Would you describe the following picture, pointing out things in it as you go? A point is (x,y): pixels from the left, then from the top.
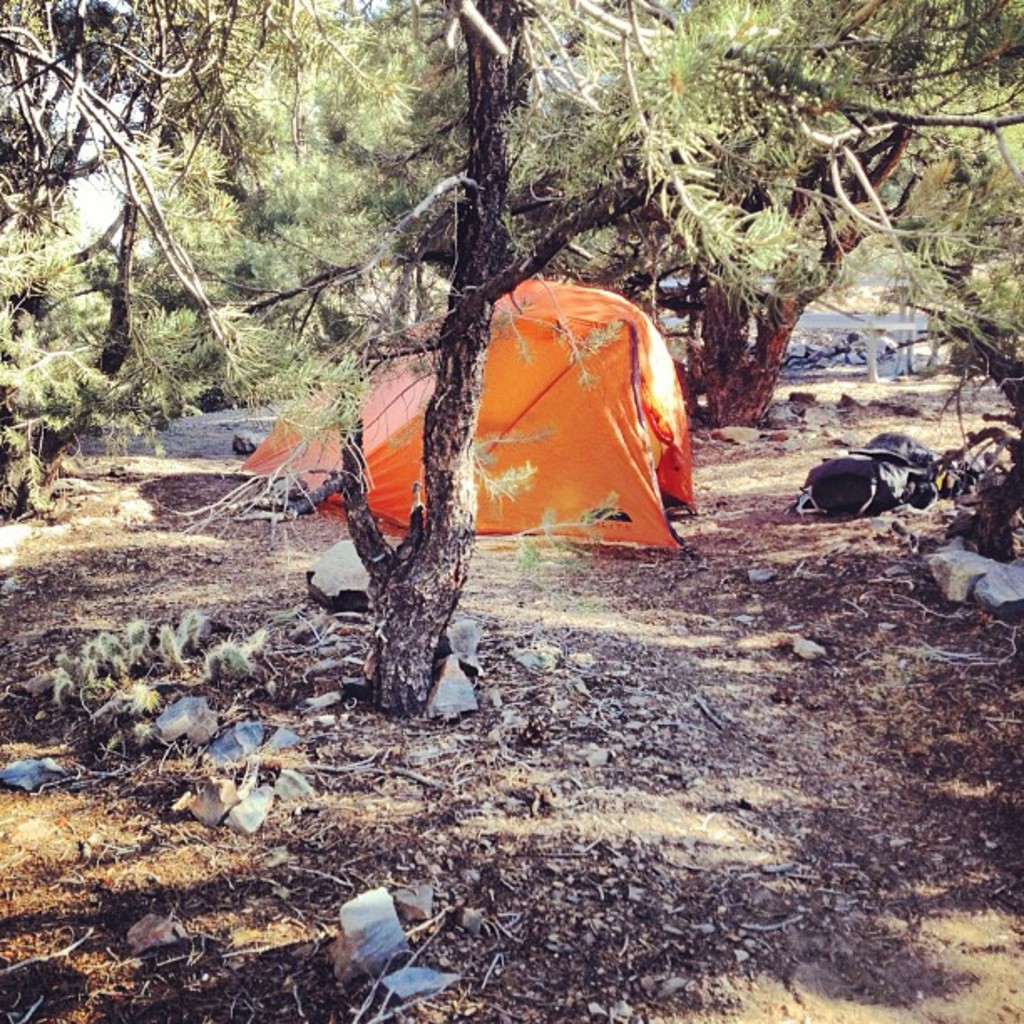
In this picture we can see a tent (384,483), bag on the ground (615,619) and in the background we can see trees (395,258).
